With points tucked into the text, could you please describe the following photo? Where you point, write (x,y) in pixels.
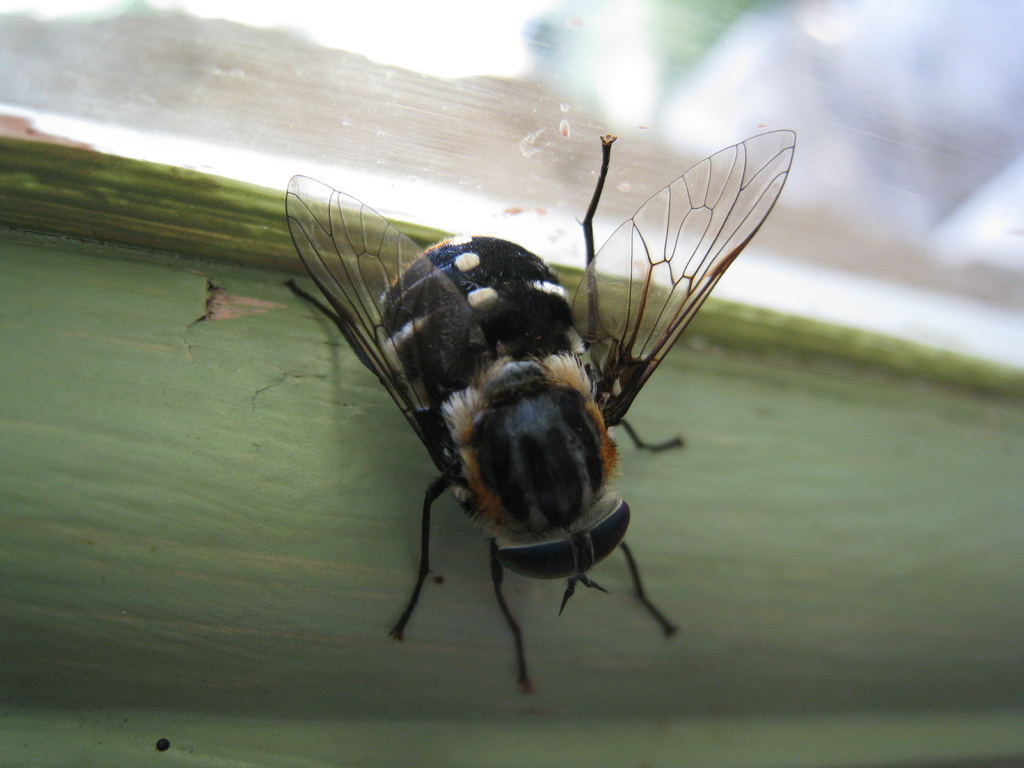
There is a black color fly insect (490,365) on a green color object (919,456).
